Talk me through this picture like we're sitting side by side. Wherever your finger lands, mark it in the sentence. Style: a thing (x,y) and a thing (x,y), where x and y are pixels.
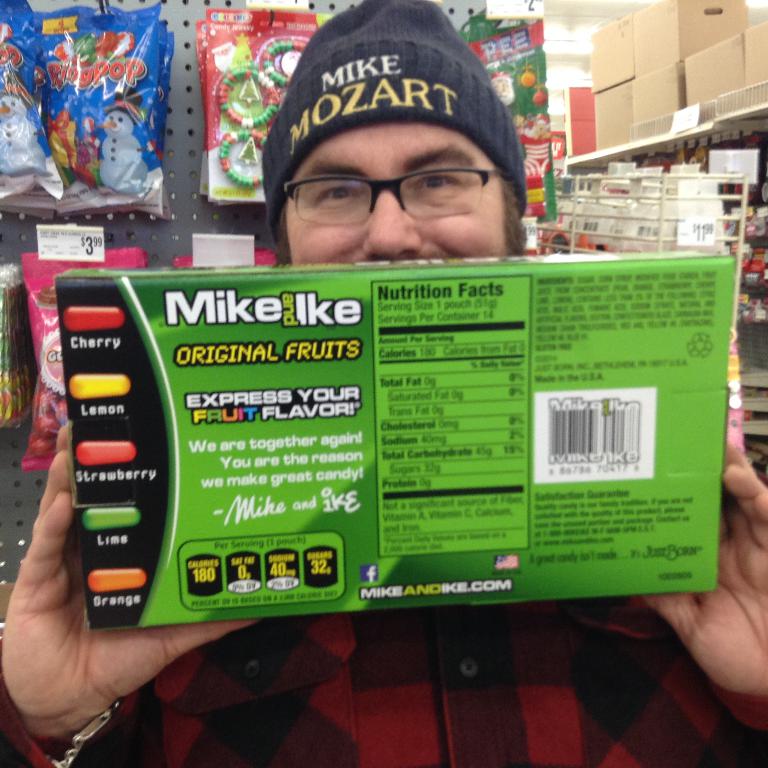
In the foreground of this picture (447,337), there is a man (391,216) in red shirt (441,667) holding a box (413,446) in his hand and in the background (216,98), there are packets (206,83), rack (660,195), boxes (635,73) and the ceiling (574,49).
